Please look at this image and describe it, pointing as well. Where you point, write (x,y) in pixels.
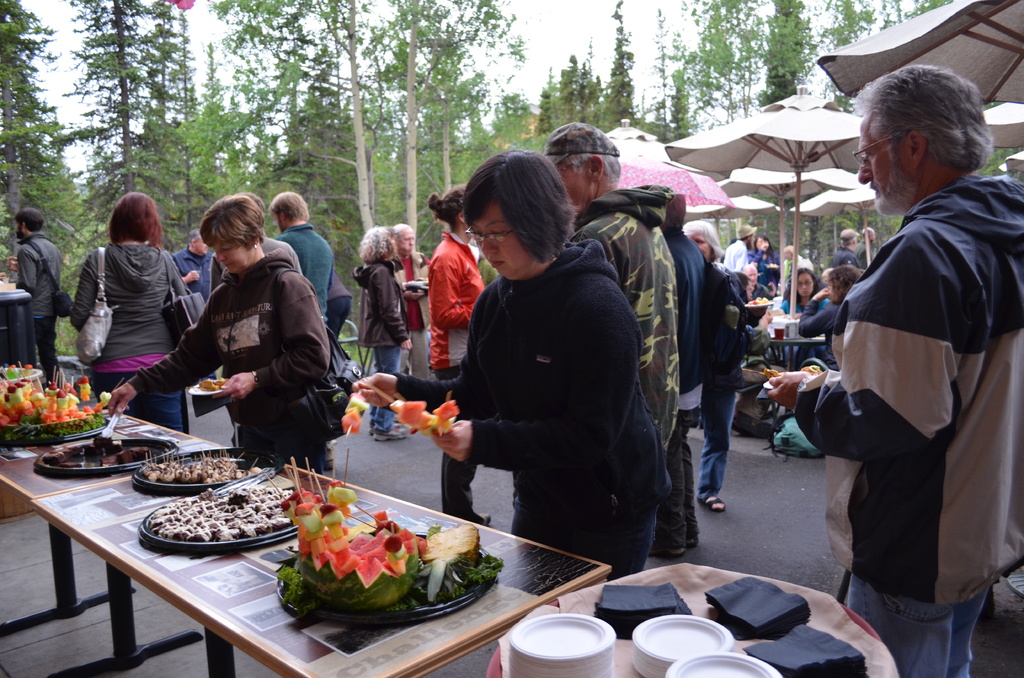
In this picture there are a group of people (808,429) standing and there is a table (388,636) in front of them with some food (191,508) served on it in the background (205,105) there are trees (455,115).
